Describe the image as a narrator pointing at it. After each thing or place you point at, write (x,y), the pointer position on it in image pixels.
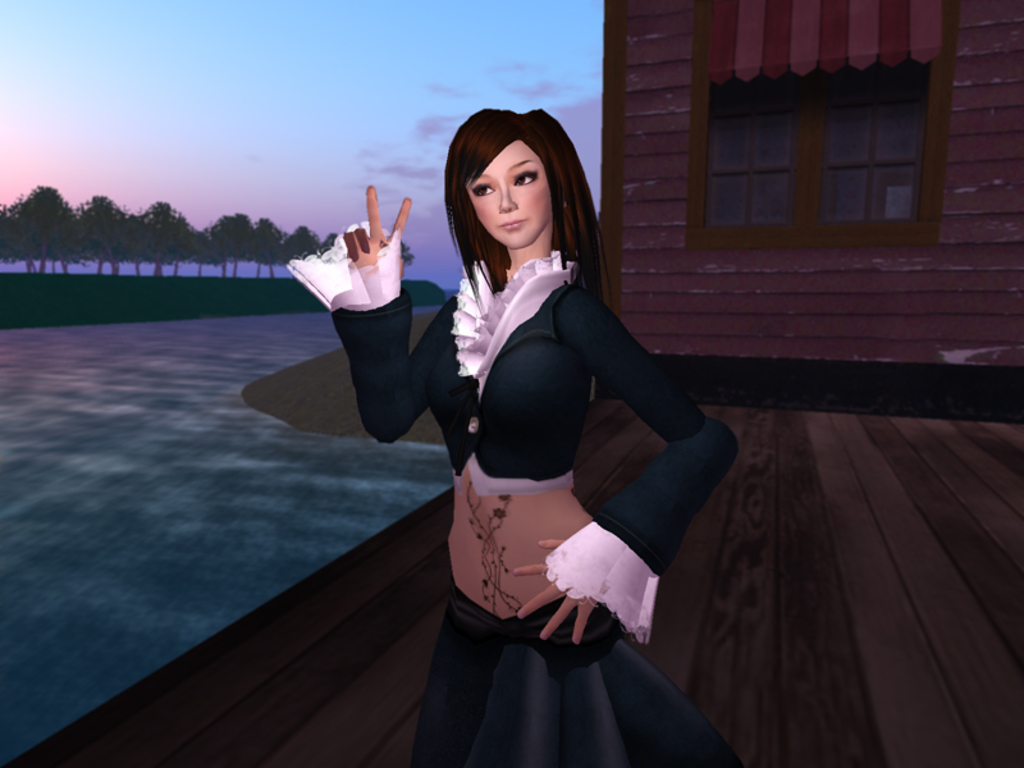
In this image I can see an animated picture of the person (469,555). In the background (655,278) I can see the building (652,236), many trees (123,245), clouds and the sky (112,88).
